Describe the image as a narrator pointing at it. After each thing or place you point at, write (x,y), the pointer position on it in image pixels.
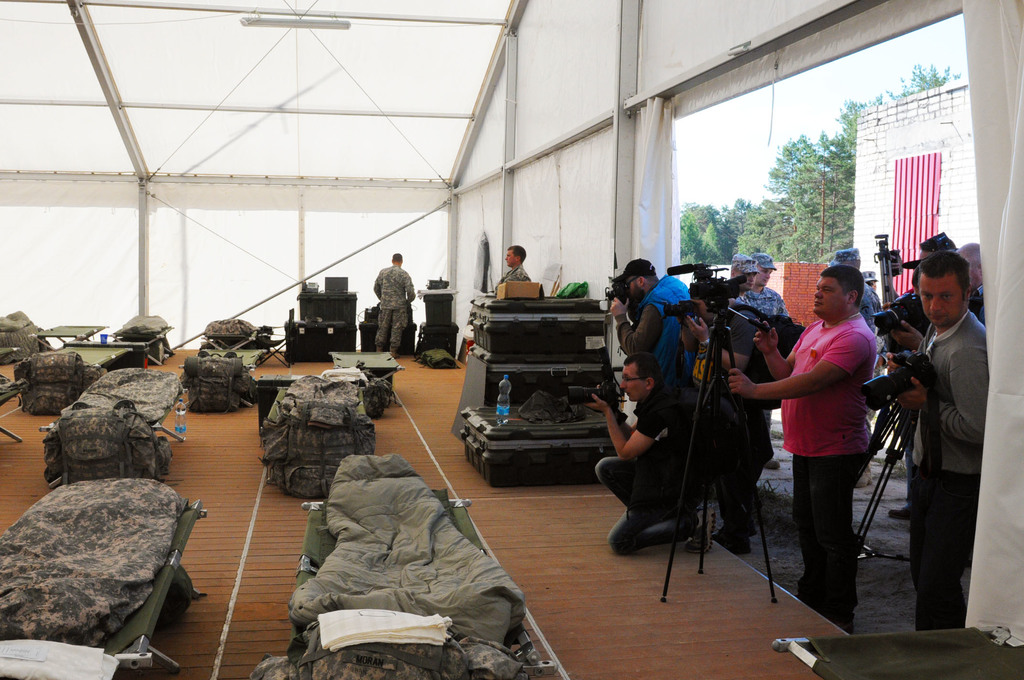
In this image there are people (948,315) on the right side (944,332) who are taking the pictures with the camera (682,307). On the left side (159,527) there are beds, bags (206,400), suitcases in the tent (260,112). The camera mans (853,354) are taking the pictures of them. In the background (784,192) there are trees (777,179) on the right side (781,168). At the top (303,23) there is light (317,20).
